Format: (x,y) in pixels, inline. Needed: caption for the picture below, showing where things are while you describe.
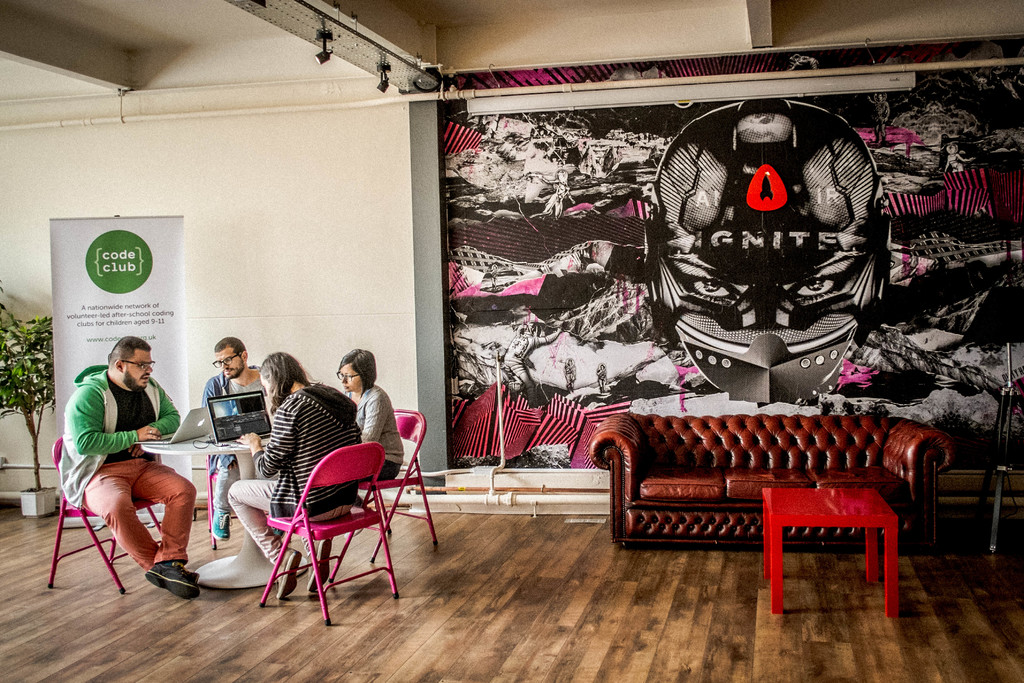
In a picture we can find four people (353,370) are sitting on the chairs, Two are women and two are men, the four people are watching laptop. In the background (915,503) we can find a painting wall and one hoarding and a plant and we can also find sofa (898,495) and a small table (871,494). And a ceiling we can find a lights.
